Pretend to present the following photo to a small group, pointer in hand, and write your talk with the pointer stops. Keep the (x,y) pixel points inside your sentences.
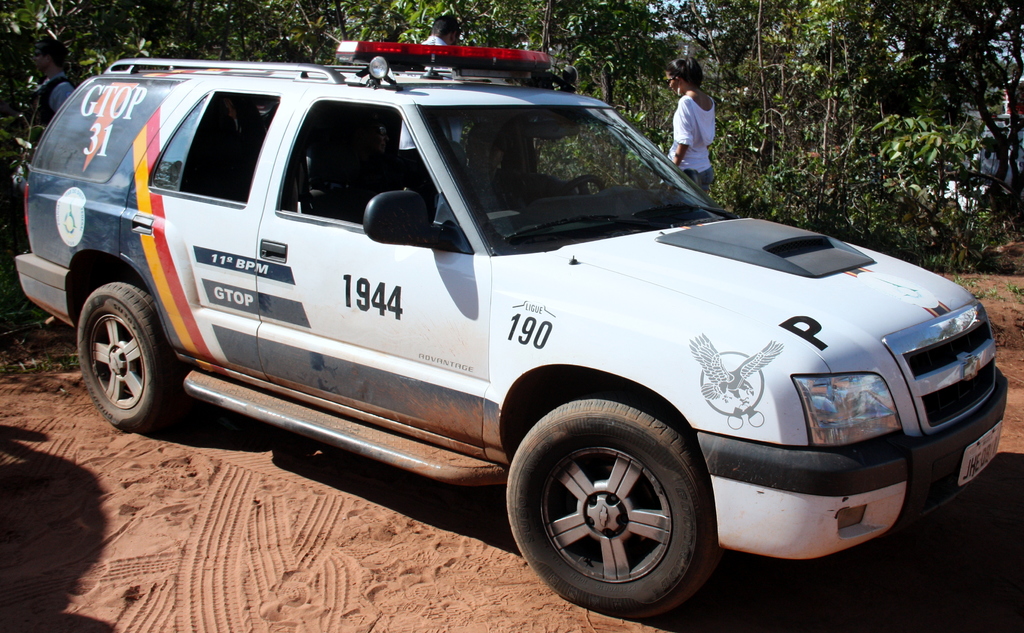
In the center of the image (518,326), we can see a vehicle (316,409) on the ground (402,567) and in the background (134,2), there are trees (661,97) and we can see people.
